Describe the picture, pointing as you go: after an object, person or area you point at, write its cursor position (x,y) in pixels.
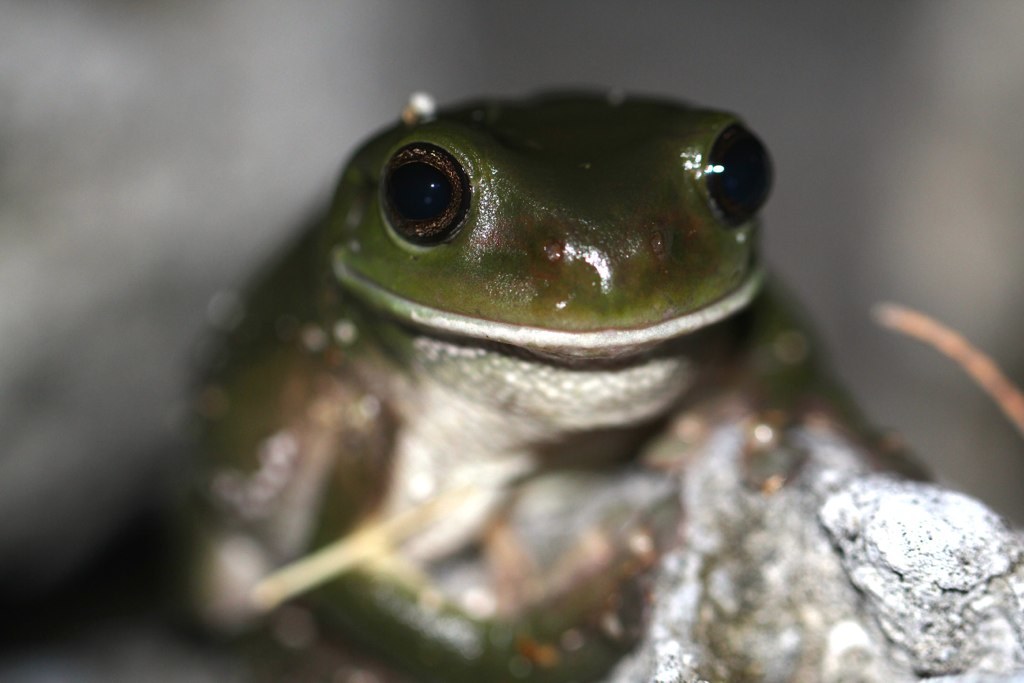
In this picture there is a green color frog (519,280) with black big eyes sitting on the stone (677,489). Behind there is blur background (174,139).
